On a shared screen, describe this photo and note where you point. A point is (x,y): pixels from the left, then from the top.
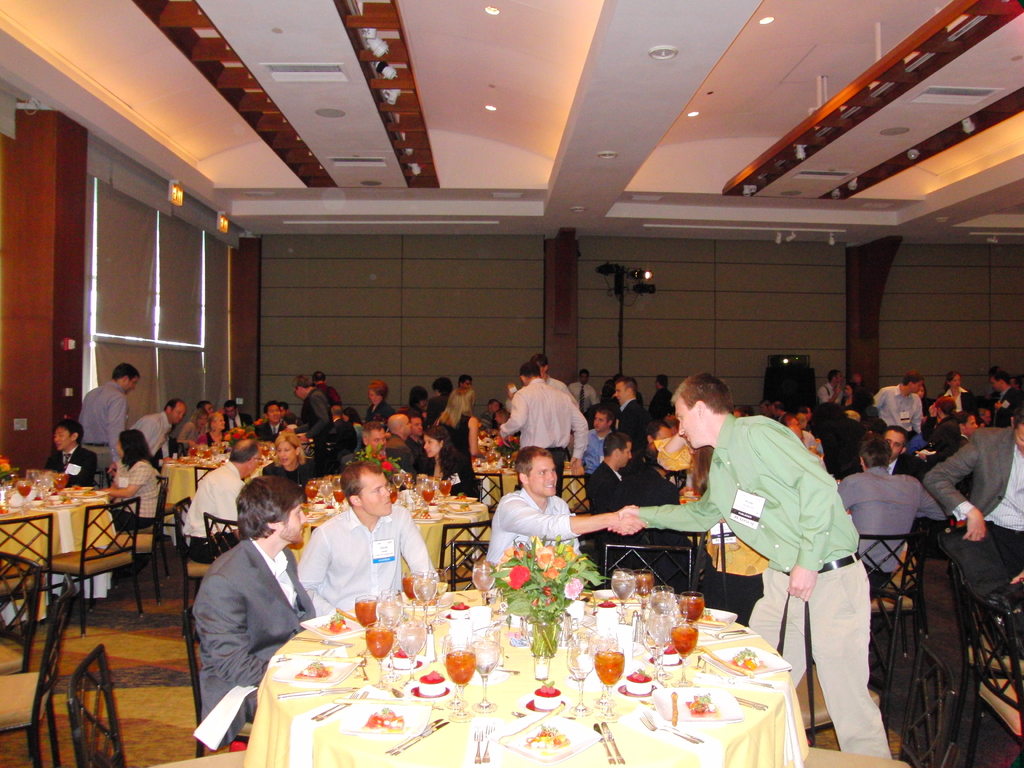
In this image there are people (497,413) sitting on the chairs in front of a dining table (568,686). On the dining table (724,727) there is a cloth (750,745), glasses (385,682), spoons (612,728), forks (644,719), tissues (693,727), food items (700,701), wine glasses (604,677) and a flower vase (538,632). Image also consists of lights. At the top (272,151) there is ceiling (623,149). In the background (946,305) there is wall (987,320). There are also people (809,483) standing in this image.
